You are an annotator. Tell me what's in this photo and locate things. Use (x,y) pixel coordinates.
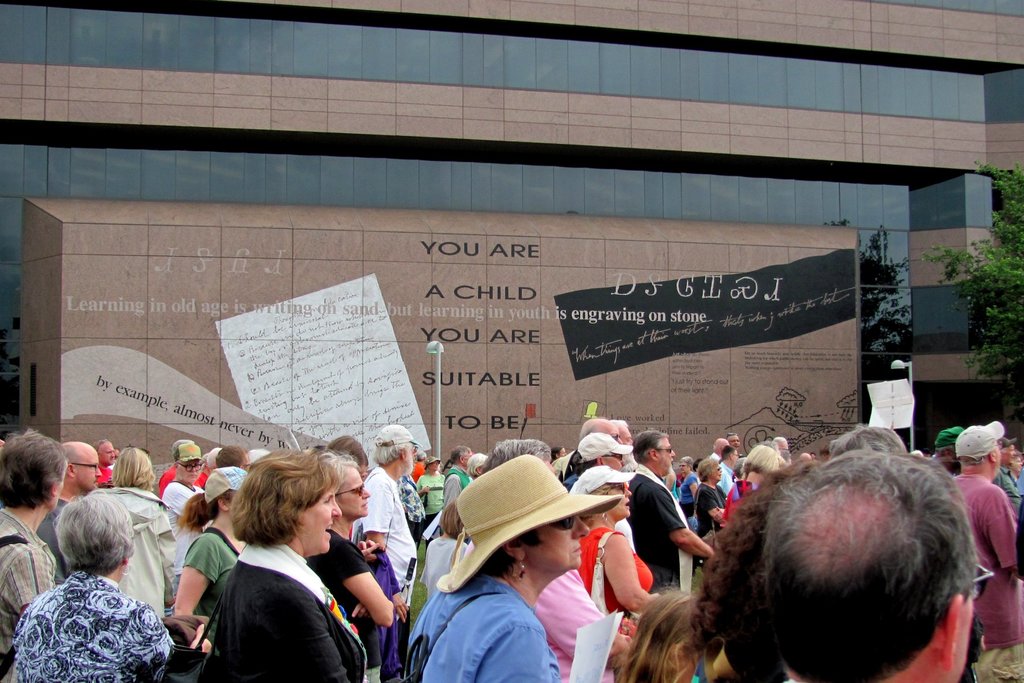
This picture describes about group of people (363,517), few people (529,513) wore caps (598,482) and few people (533,467) wore spectacles (561,521), in the background (519,422) we can see a building (461,386), few poles (431,351) and a tree (1002,258).
